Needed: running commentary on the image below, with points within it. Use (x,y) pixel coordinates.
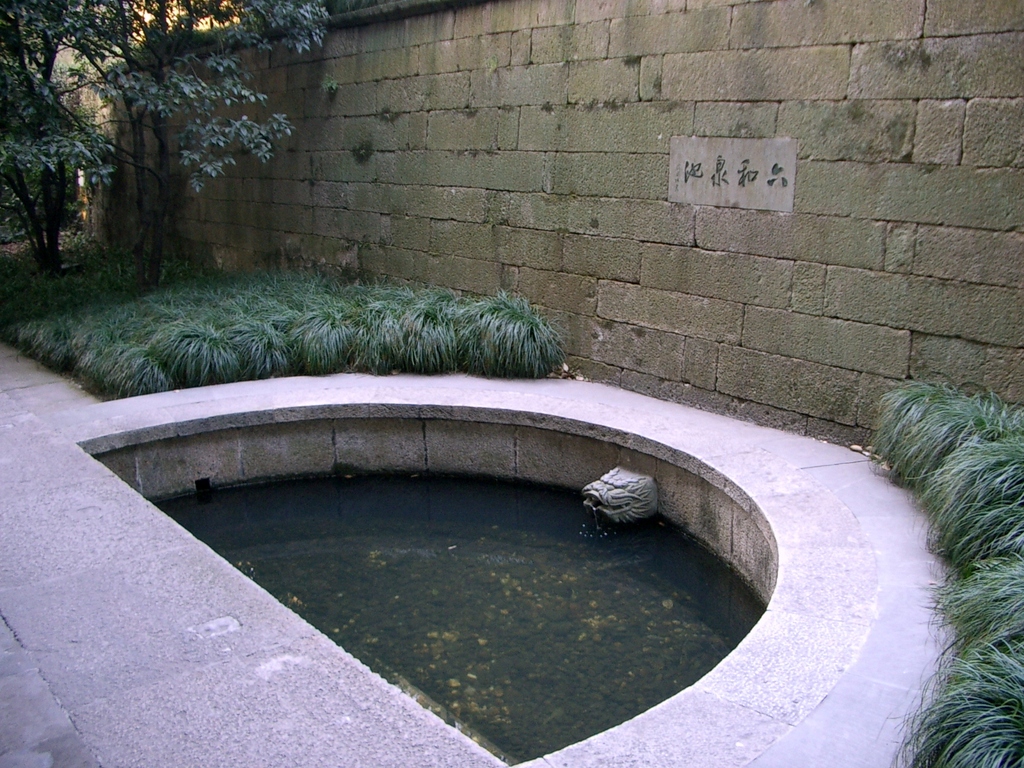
This picture is clicked outside. In the center (348,326) we can see an object (820,556) seems to be the pool (470,589) and we can see the water (567,617) and we can see the green grass (406,312), trees (98,77). In the background (454,75) we can see the stone wall (502,78).
